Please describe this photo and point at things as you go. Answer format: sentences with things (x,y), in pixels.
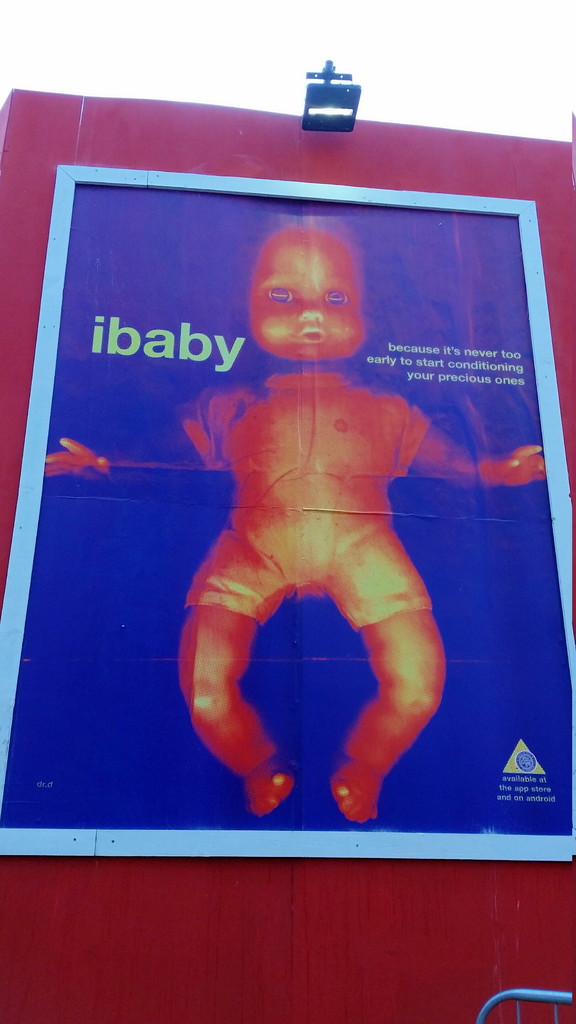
Here in this picture we can see a hoarding (574,739) present over there and in that we can see a baby's picture (336,435) present and at the top of it we can see a light (326,107) present over there.
